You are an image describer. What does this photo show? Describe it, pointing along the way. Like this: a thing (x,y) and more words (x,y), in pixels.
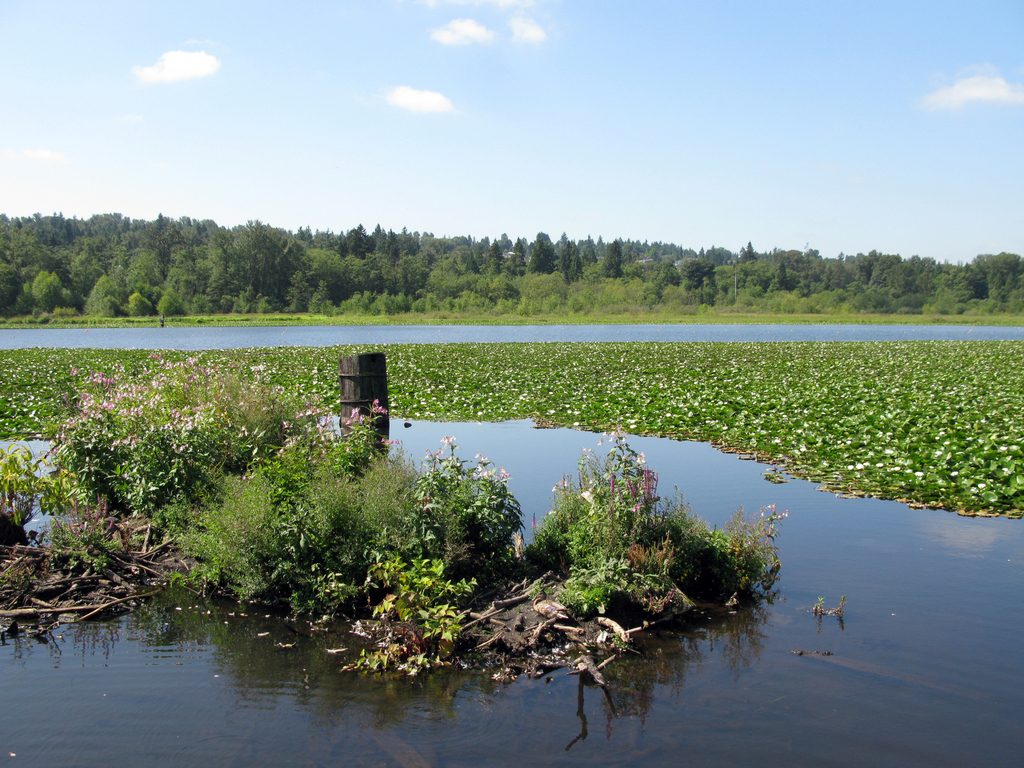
In this picture I can observe a lake (516,448). There are some plants (338,441) in the middle of the picture (538,397). In the background (190,228) there are trees (378,269) and sky (357,195).
